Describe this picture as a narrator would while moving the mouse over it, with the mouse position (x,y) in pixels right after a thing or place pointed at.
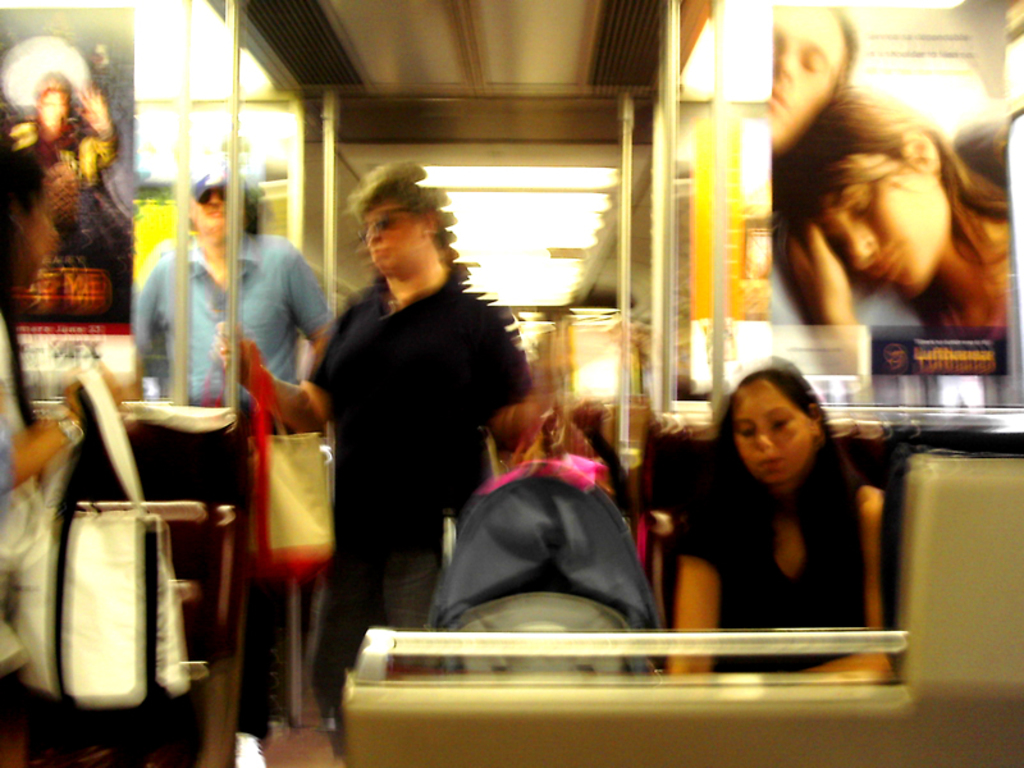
There are two persons (390,400) standing and holding a carry bags (298,509) in their hands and there is another lady (812,553) sitting in the right corner (824,556) and there is a person (248,240) standing in the background (254,261).
